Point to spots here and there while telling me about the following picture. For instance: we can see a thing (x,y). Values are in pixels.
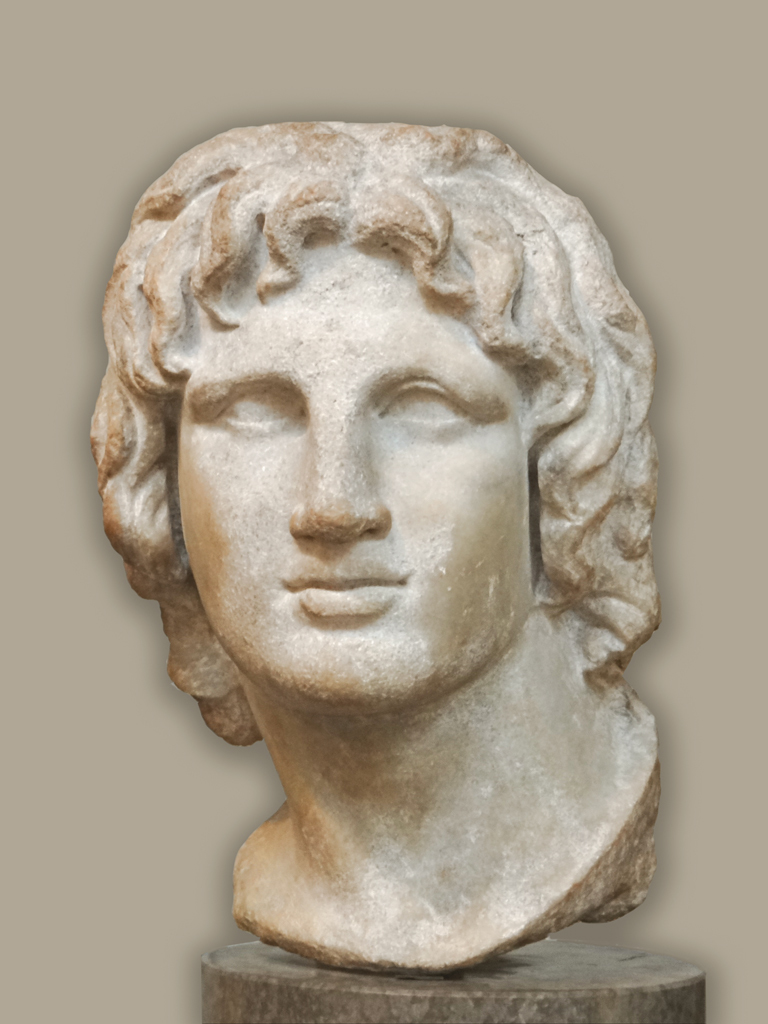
In this image I see a sculpture (276,197) which is of white in color and I see that it is beige in the background (648,651).
